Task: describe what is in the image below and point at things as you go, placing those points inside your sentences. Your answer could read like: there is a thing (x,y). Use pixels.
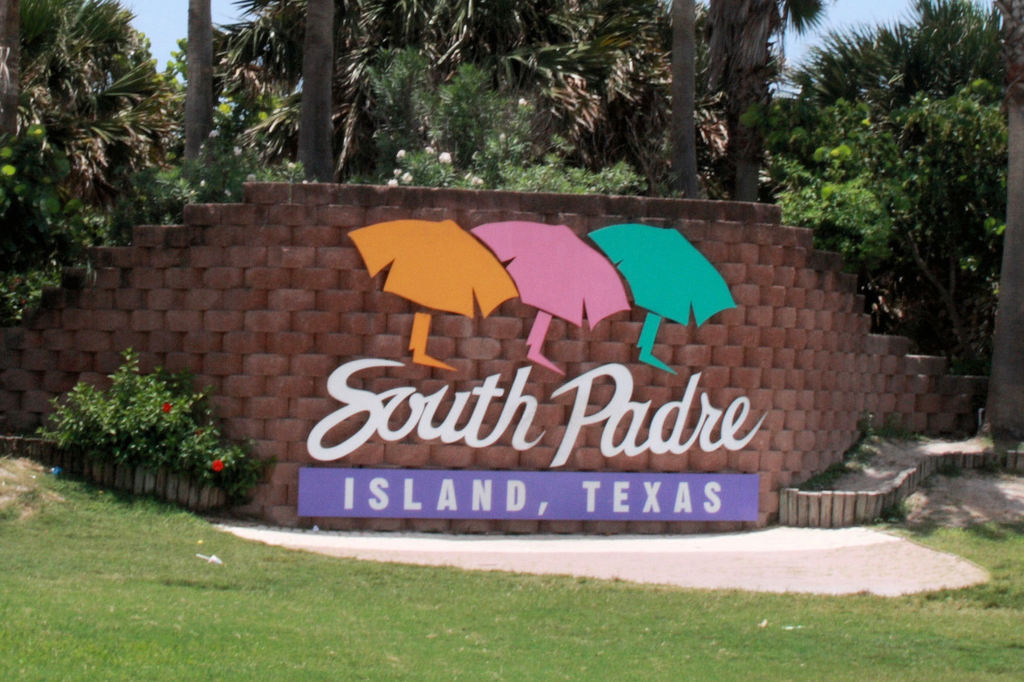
In the center of the image (606,435) we can see the text (383,412) on the wall (610,460) and board (604,479). In the background of the image (497,6) we can see the trees (989,72), plants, flowers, bricks (936,405), grass (193,651). At the bottom of the image (541,565) we can see the ground (993,547). At the top of the image (164,24) we can see the sky (177,18).
